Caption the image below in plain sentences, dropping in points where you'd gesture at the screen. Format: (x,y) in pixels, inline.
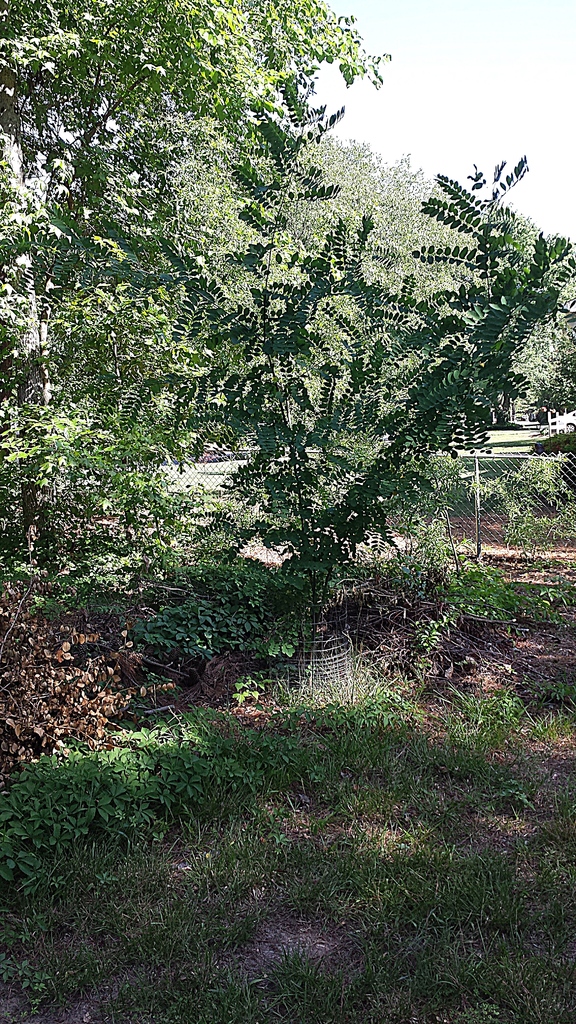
To the bottom of the image (347,848) there is grass (366,742) on the ground (241,764). In the background (125,513) there are many trees (284,467) and also there is a fencing (482,517) of the mesh (470,475).
